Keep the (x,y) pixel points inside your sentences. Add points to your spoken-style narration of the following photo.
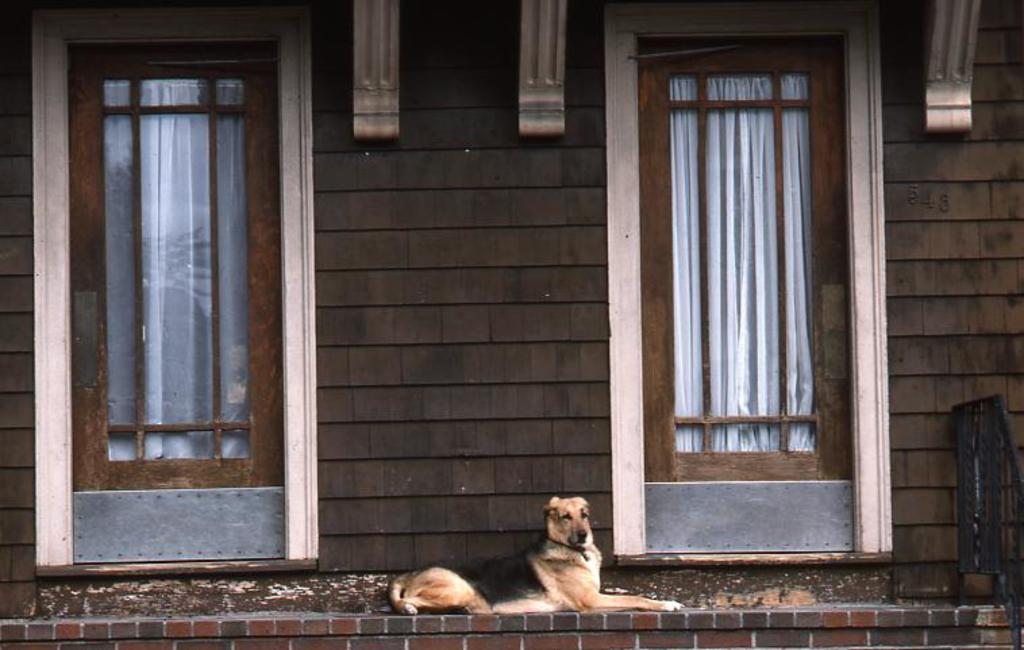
There is a dog (514,590) lying on the wall (619,638) and there is a glass door (697,299) on either sides of it.
